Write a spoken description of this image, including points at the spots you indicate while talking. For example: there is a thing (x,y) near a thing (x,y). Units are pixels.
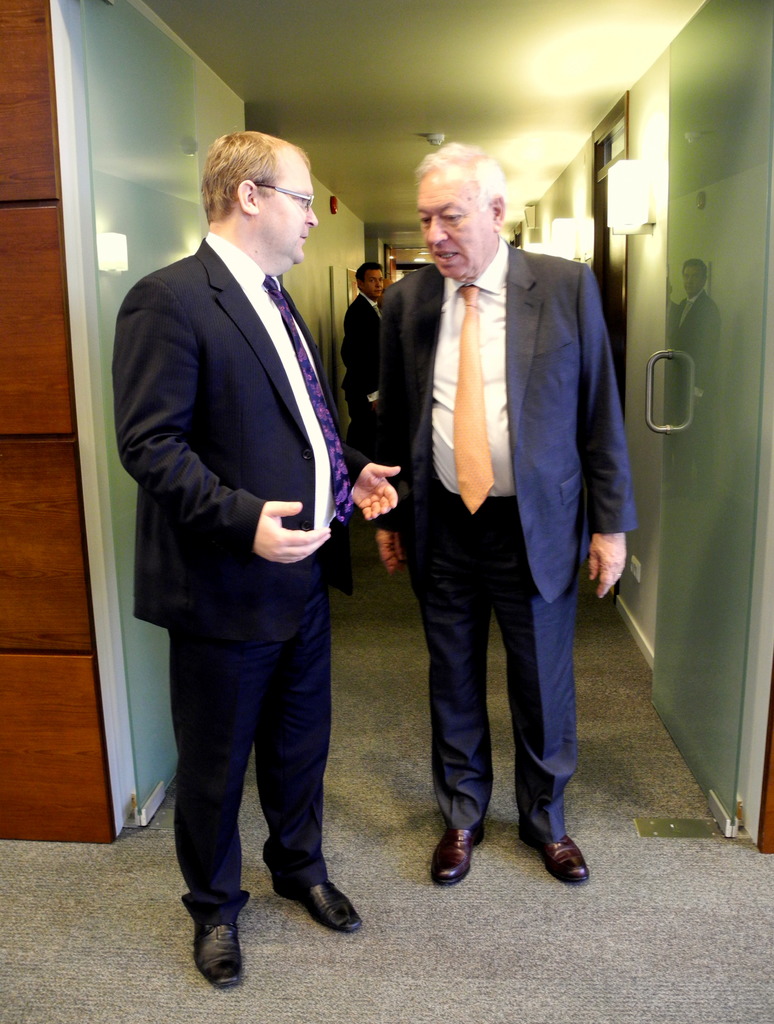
This picture shows the inner view of a building (545,139). There is a wooden wall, two people (453,330) are standing and talking near to the glass door (687,385), one poster (355,282), one pole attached to the wall (339,322), one person (364,278) standing near to the wall (332,225), some lights (575,225) attached to the wall (560,198), one object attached to the ceiling (370,187), one object (329,206) attached to the wall (329,256) and one carpet (445,909) on the floor (618,941).
